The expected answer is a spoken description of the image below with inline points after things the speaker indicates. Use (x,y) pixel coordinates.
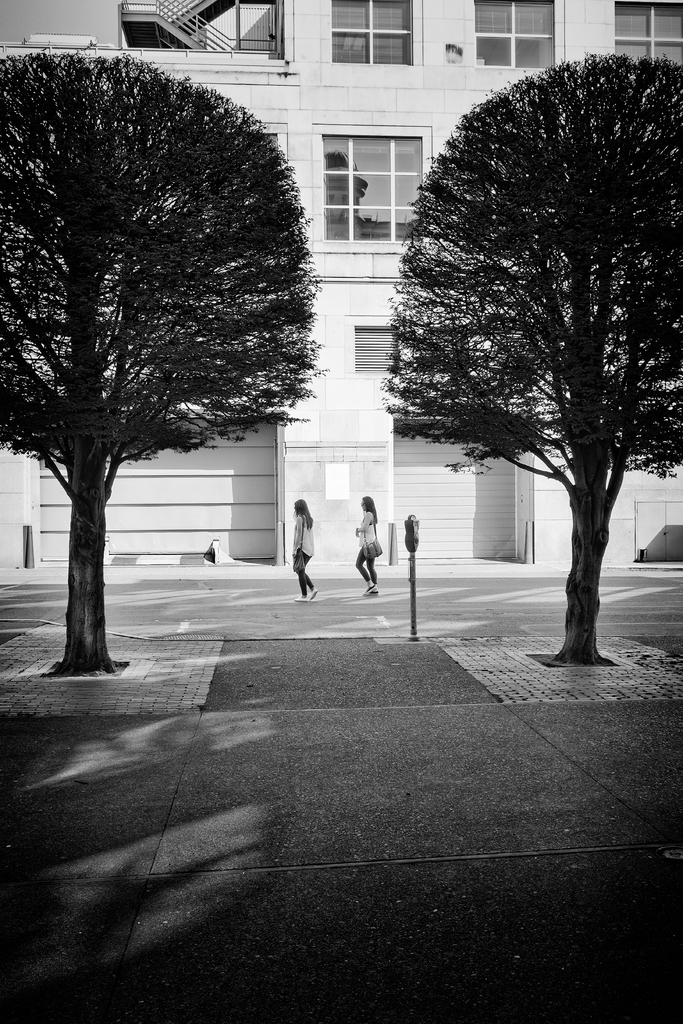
In this picture we can see two women (295,541) carrying bags (377,546) and walking on the road (447,612), trees (87,412) and in the background (386,10) we can see a building (386,10) with windows (540,21).
